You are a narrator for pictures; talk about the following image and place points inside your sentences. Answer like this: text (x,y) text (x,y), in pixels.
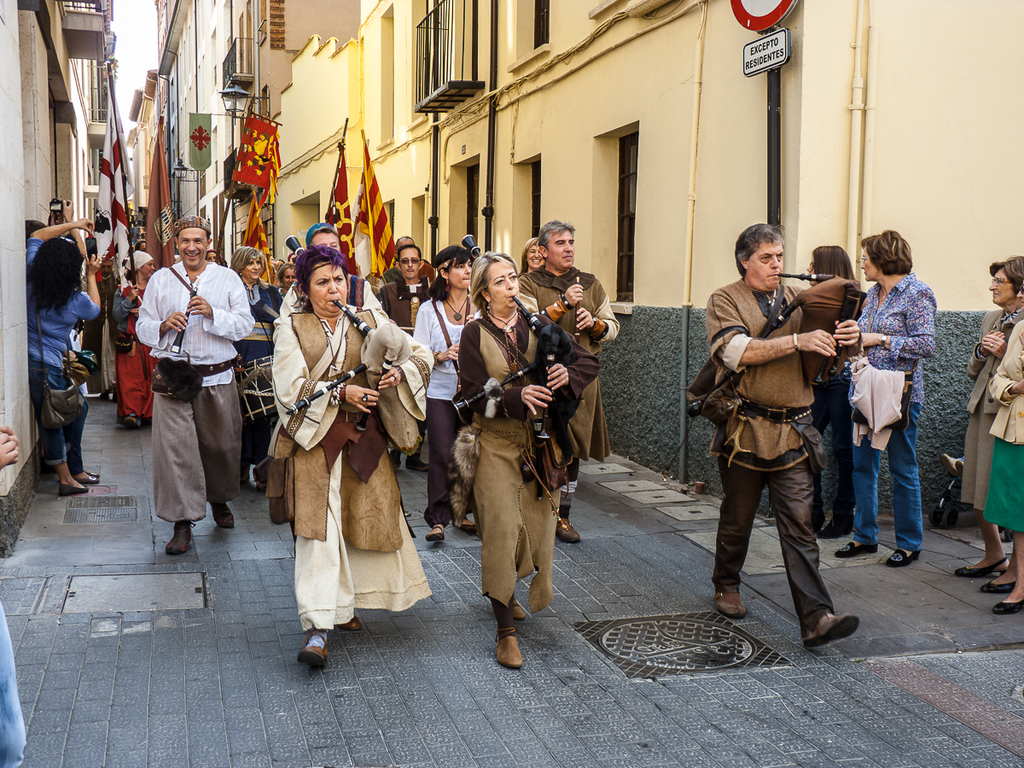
There is a group of people (369,399) playing musical instruments (185,320) as we can see in the middle of this image (512,460). There is a group of people (913,363) standing on the right side of this image (886,370) and there are buildings (382,173) in the background (550,173).
